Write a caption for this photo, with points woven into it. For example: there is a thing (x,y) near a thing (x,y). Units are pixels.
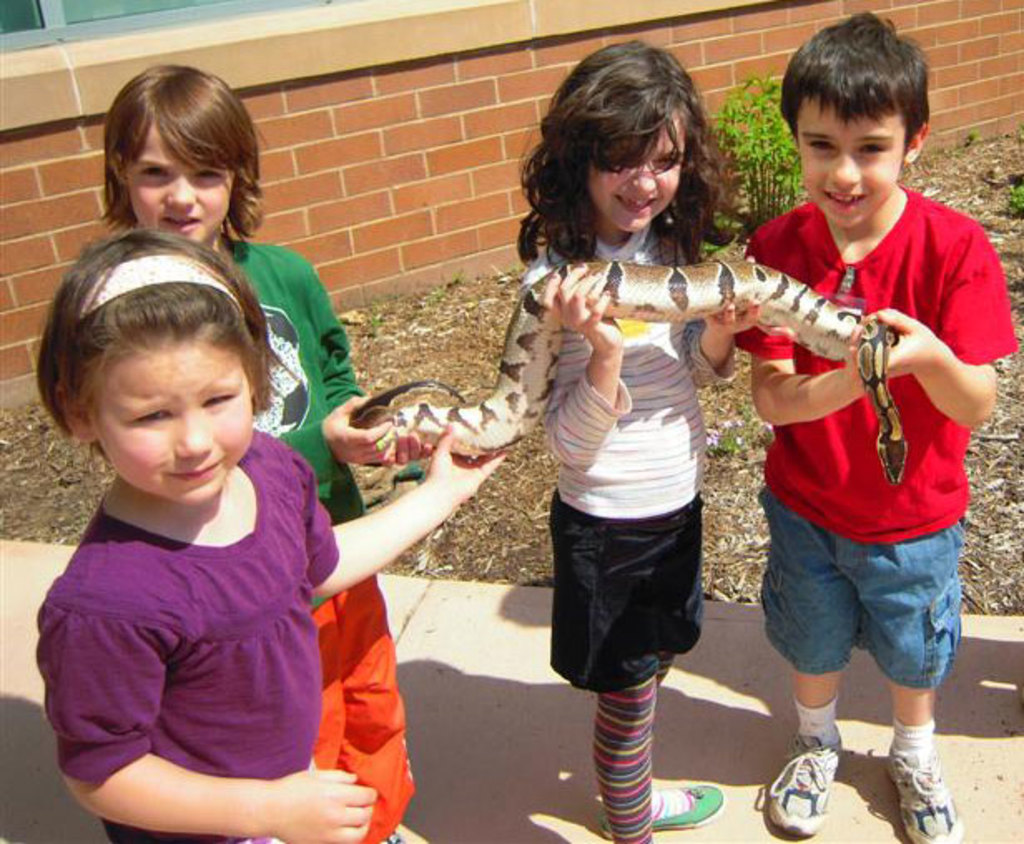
In this image there are four kids (432,502) who are playing with snake (431,383) and at the background (369,180) there is a red color brick wall (347,135).
